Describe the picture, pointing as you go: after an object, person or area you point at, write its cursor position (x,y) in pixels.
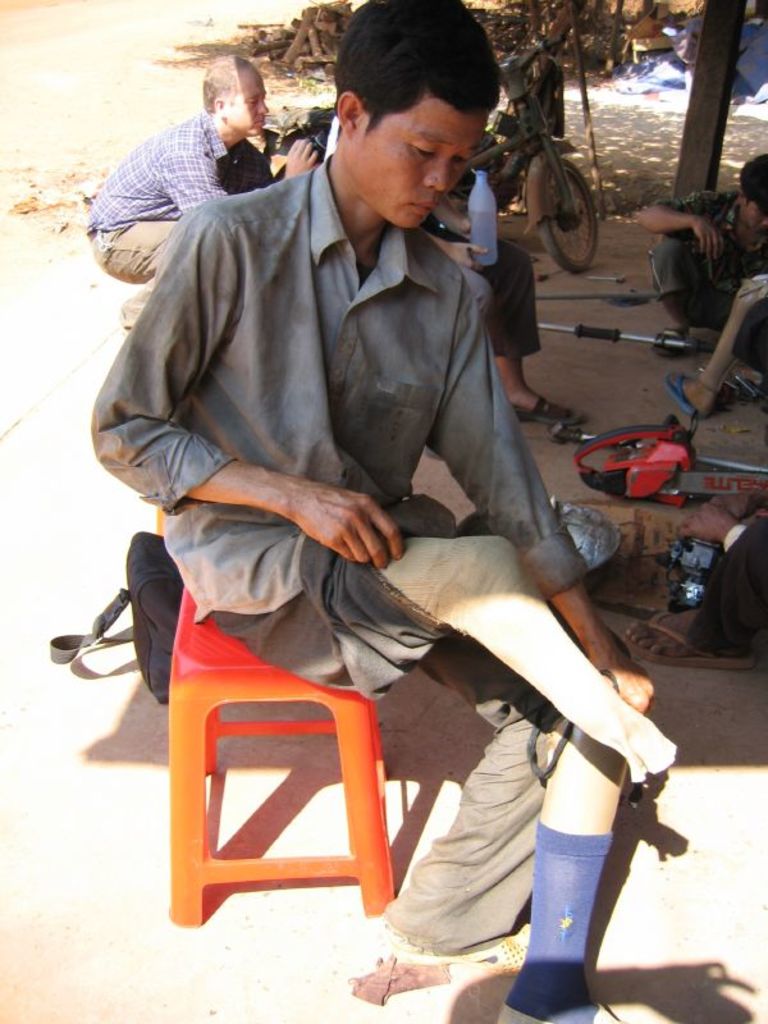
In this image I can see there are persons (499,402) sitting and holding an object (678,556). One person (241,117) is holding a camera (317,140) and there are few objects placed on the ground (569,133). And at the back (678,70) there is a cloth (679,83) and a motorcycle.
